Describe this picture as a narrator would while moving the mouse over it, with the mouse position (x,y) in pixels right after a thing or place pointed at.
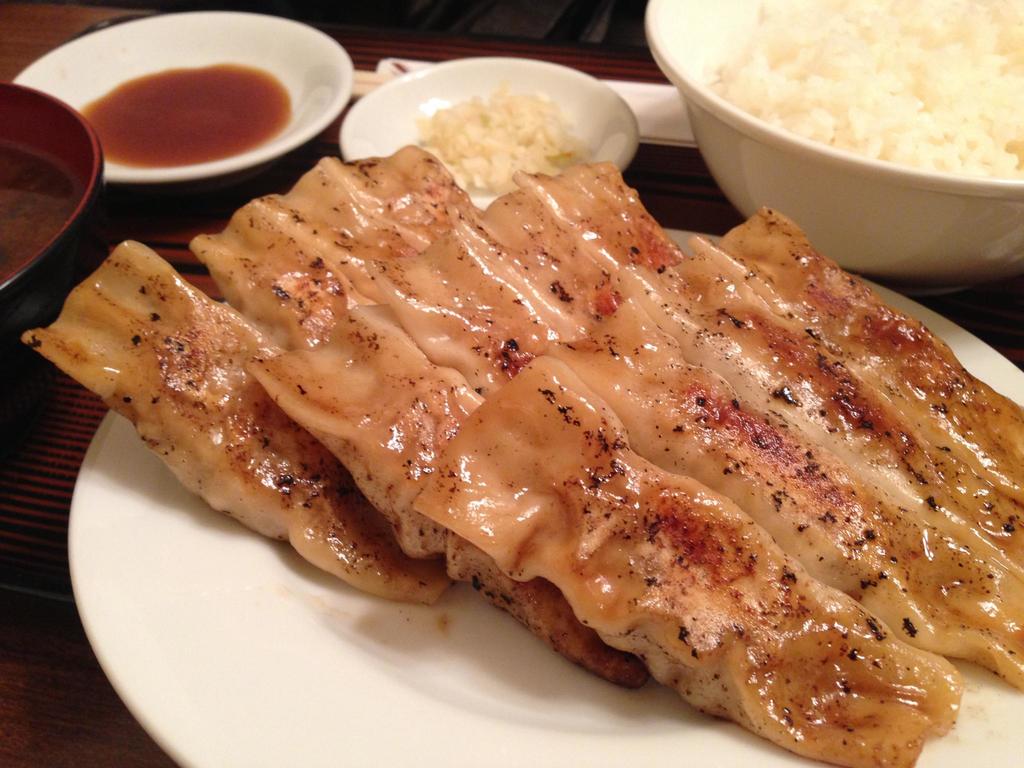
In this image I can see the food item (341,325) on the plate (77,507). I can see the bowl (790,181). In the background (1013,306), I can see the table (1014,320).
